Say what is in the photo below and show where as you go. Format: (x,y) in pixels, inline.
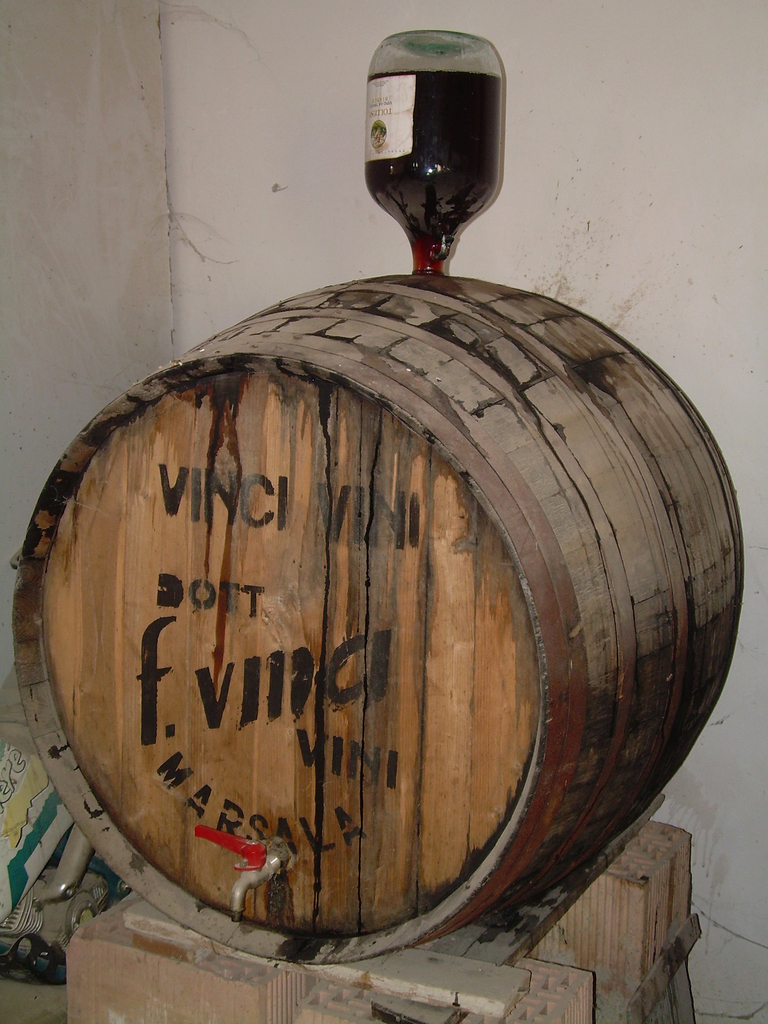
In this picture we can see the wood (432,667) on the top of that there is a bottle (367,122). And this is the wall (127,157).
